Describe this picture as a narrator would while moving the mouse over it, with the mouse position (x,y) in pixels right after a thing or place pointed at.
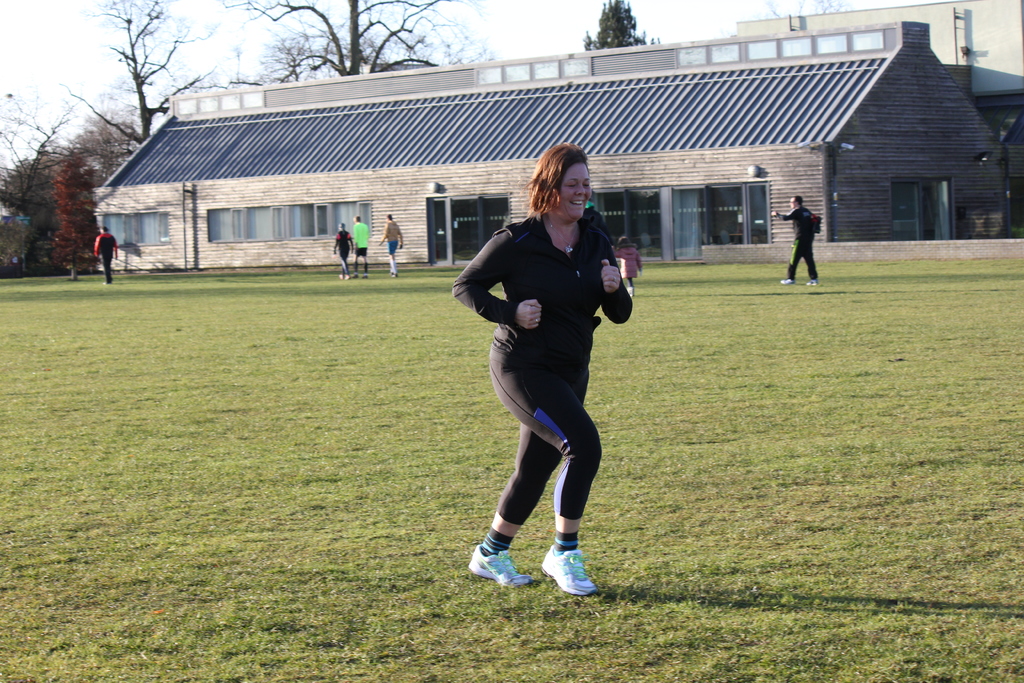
In the center of the image (542,350) we can see a lady (542,350) jogging. In the background (825,236) there are people (394,266), sheds (831,211), trees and sky (163,115). At the bottom (422,620) there is grass (628,605).
